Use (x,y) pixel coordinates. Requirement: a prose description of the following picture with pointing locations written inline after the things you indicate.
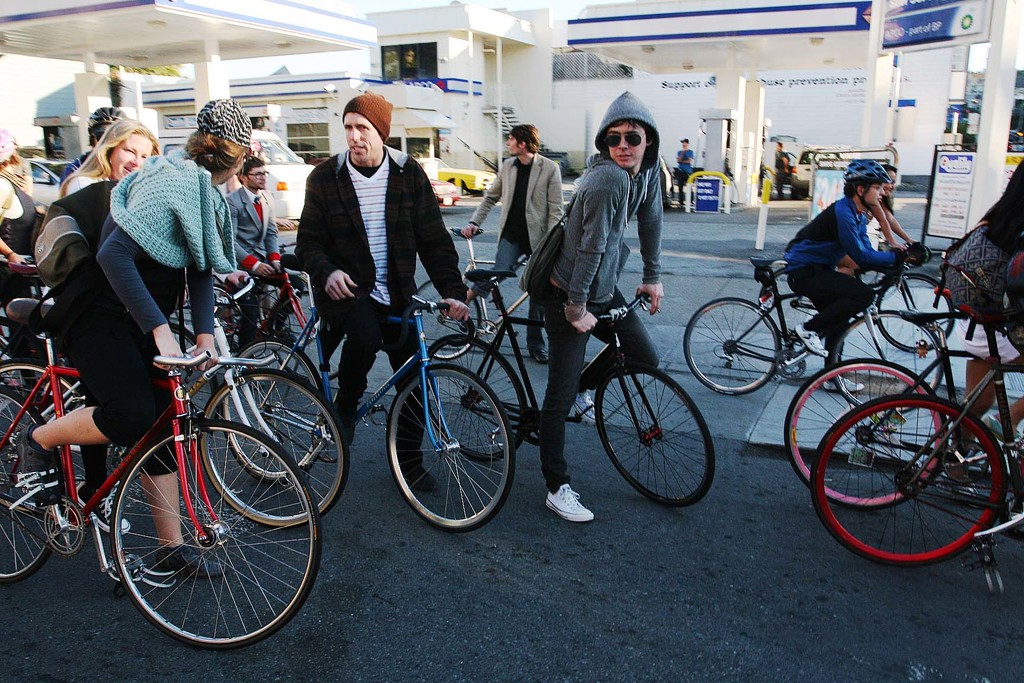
here in this picture we can see the persons (404,409) standing with a bicycle (536,416) on the road (676,324), here we can also see petrol bunk (768,139) near to the person (9,174), here we can see some vehicles (272,142) in the petrol bunk (749,172).
